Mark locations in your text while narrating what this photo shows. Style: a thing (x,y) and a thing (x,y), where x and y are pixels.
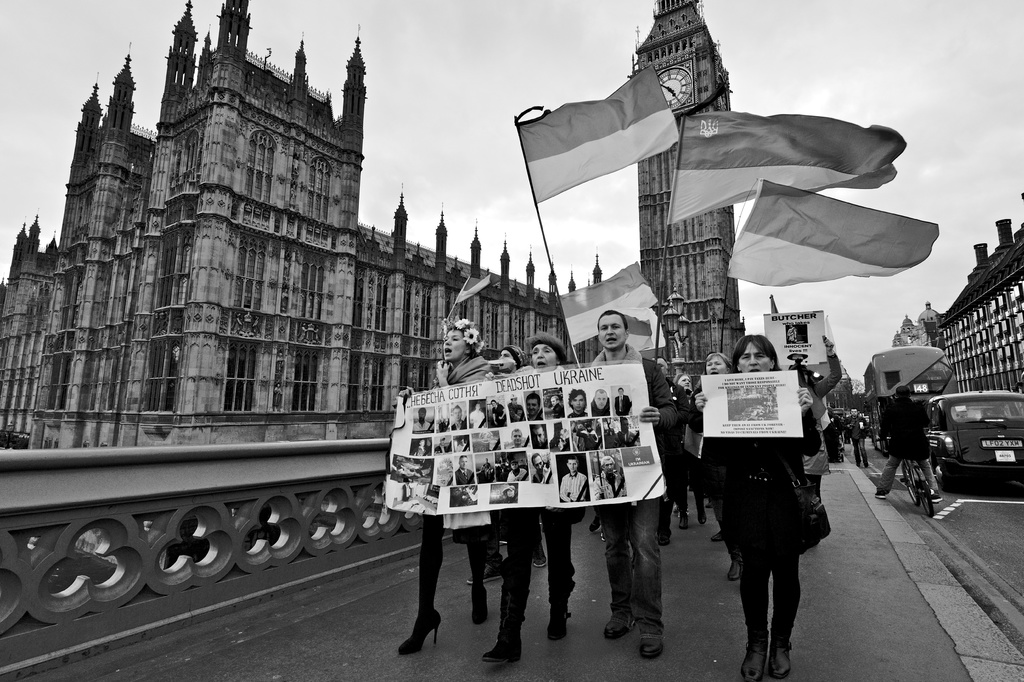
In the center of the image (661,401) we can see persons (640,533) walking on the road (838,495) holding flags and boards (449,395). On the right side of the image (1013,318) we can see buildings (948,330), persons (894,421), vehicles (946,413) on the road (990,561). On the left side of the image (188,317) we can see building (193,374). In the background (985,95) we can see clock tower (686,74) and sky (856,72).
